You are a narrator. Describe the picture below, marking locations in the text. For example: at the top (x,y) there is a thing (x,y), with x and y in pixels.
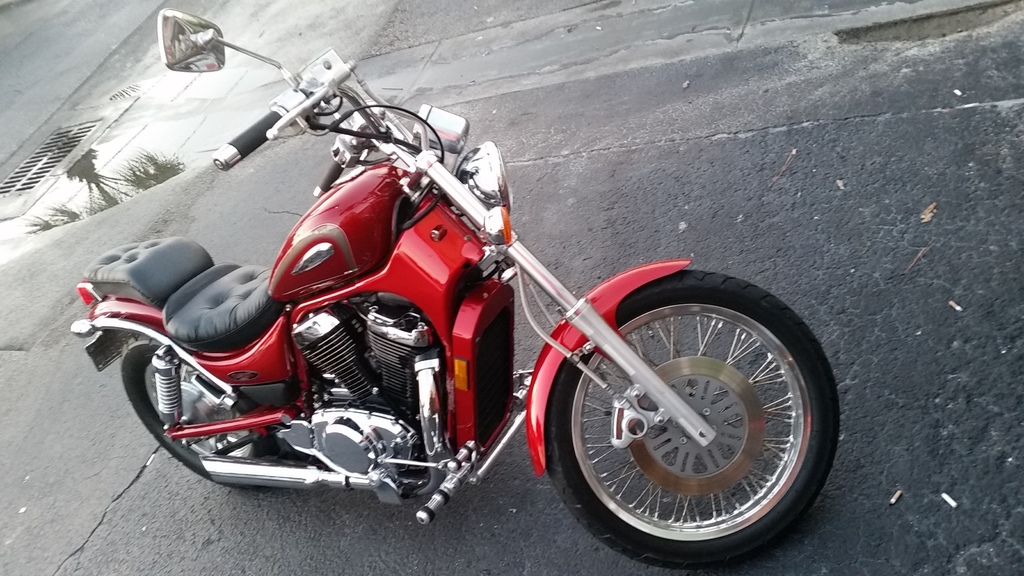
In the center of the image (522,299), we can see a motorbike (393,350) and at the bottom (182,506), there is road (696,156).
